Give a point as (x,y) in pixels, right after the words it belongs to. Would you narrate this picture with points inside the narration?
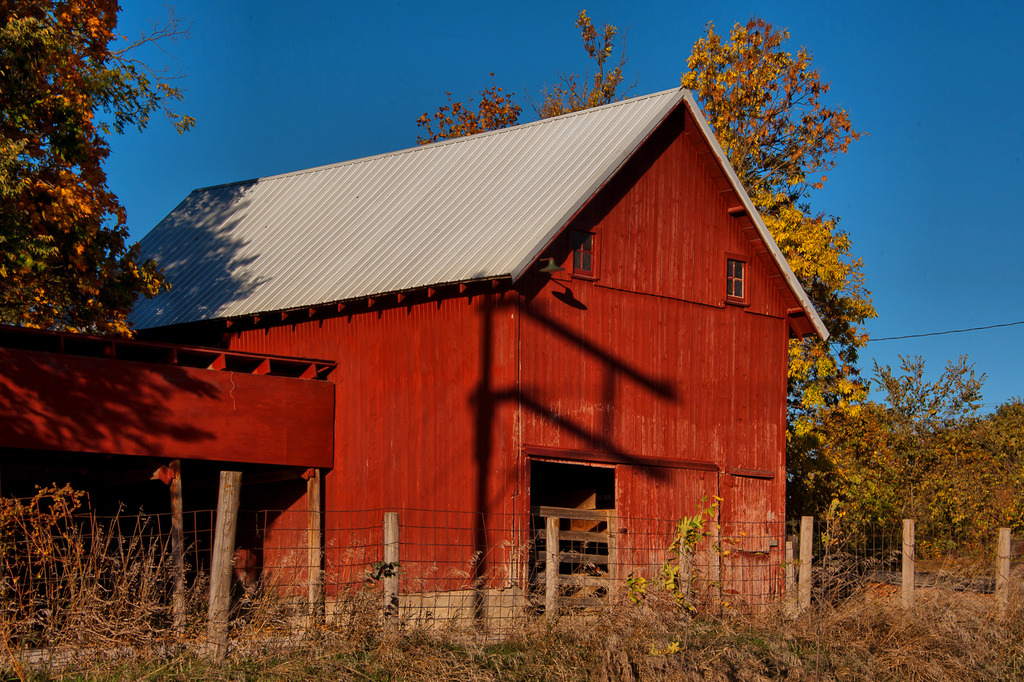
In this image in the center (678,313) there is one house (187,361), at the bottom (219,566) there is a fence (745,584), wooden poles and some grass (860,621). In the background (95,132) there are some trees (22,201) and sky (257,81).
